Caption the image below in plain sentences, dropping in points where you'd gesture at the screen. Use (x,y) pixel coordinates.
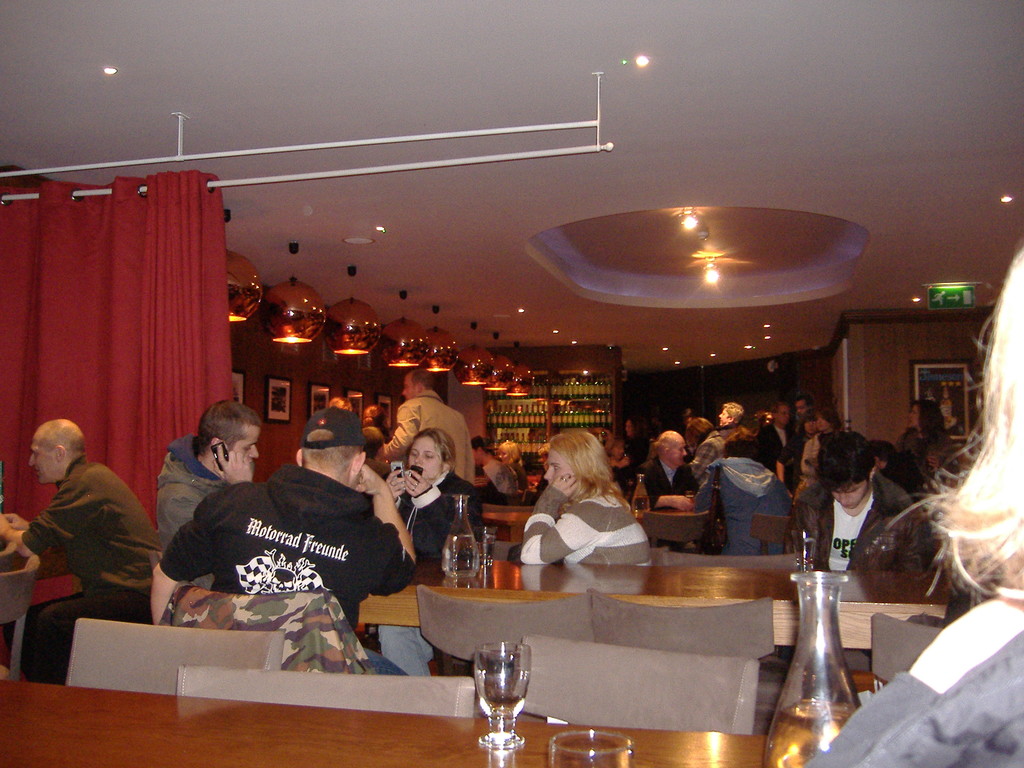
At the top (672,116) we can see ceiling (535,176) and lights (236,314). On the background (285,398) we can see frames (272,398) on a wall (372,392) and bottles (571,414) arranged in a rack (593,397). This is a sign board (938,302). Here we can see few persons (687,426) standing on the floor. All the persons (373,483) sitting on chairs (565,714) in front of a table (240,755) and on the table (529,725) we can see glasses (511,706), bottles (821,706). This is a red colour curtain (153,343).
